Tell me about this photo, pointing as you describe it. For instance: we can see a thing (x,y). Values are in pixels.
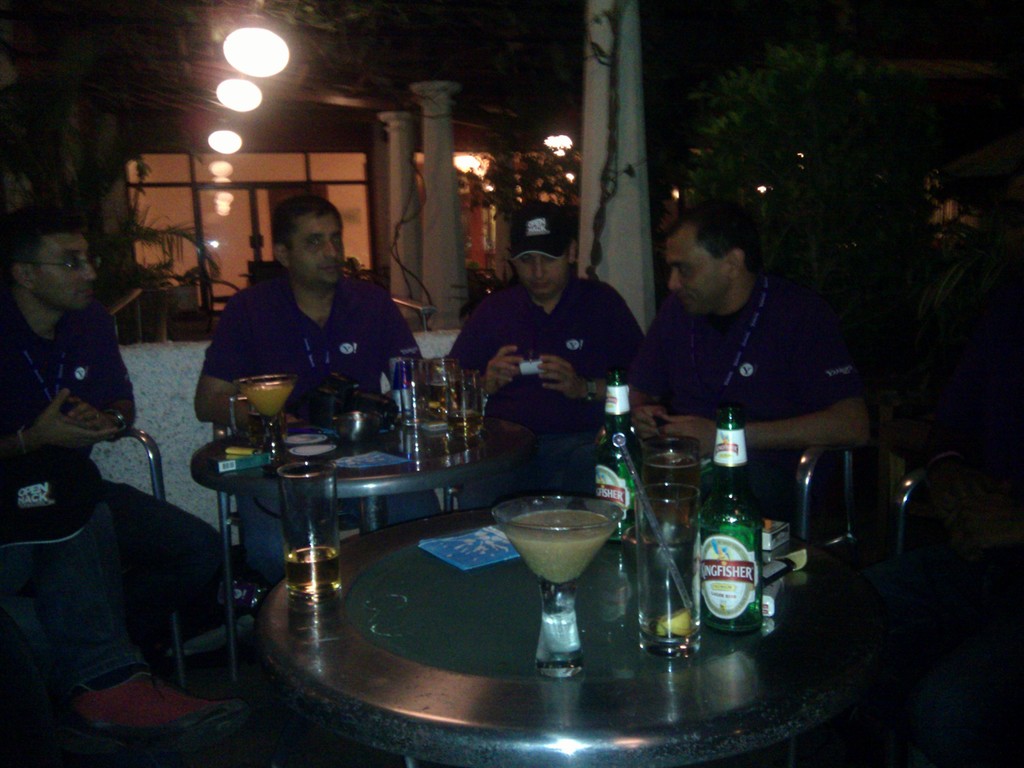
In this image I can see four persons (320,343) wearing blue t shirts (277,358) are sitting on chairs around a table (373,455). On the table (407,466) I can see few glasses (428,399), few bottles (614,453) and few other objects (307,436). I can see one of the person (554,268) is wearing a black colored hat (562,226). In the background (488,209) I can see few lights (230,100), few pillars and few trees (805,168).
